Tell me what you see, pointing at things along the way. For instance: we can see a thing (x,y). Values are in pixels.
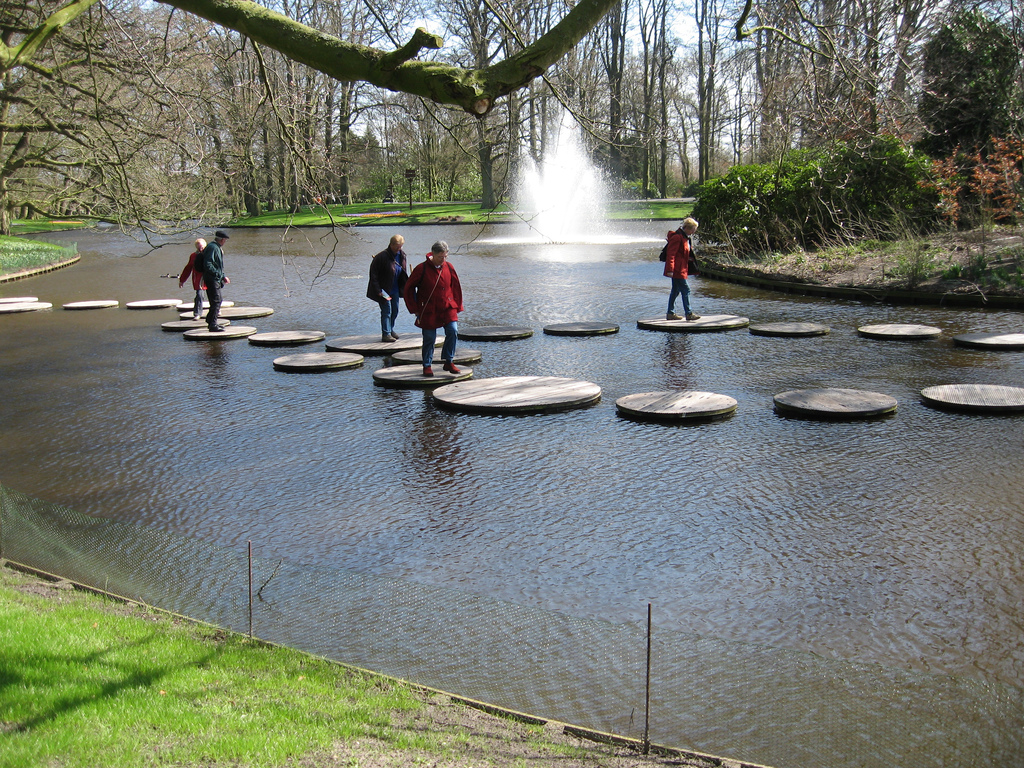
In this picture I can see few persons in the middle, in the background (571,210) there is a fountain (582,216) and I can see few trees (661,73), at the top (670,48) there is the sky (677,59).
